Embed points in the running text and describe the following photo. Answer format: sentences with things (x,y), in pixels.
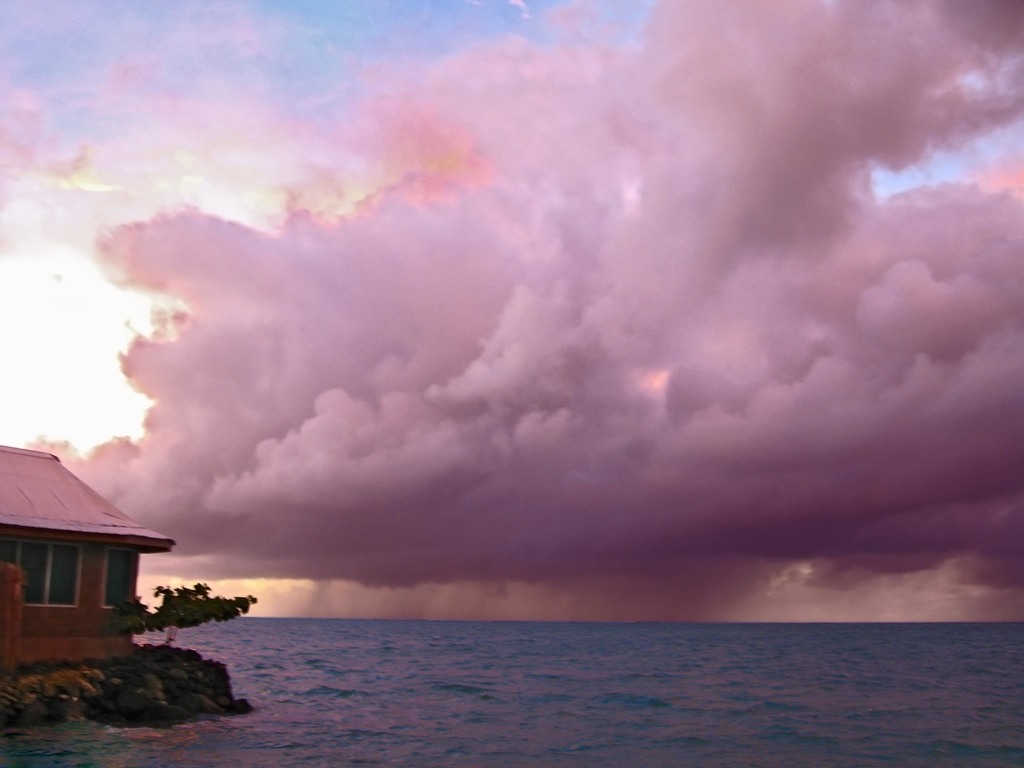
In this picture we can see a house (48,625) and a tree (165,593) beside to the water (401,692), in the background (395,404) we can see clouds (615,391).
